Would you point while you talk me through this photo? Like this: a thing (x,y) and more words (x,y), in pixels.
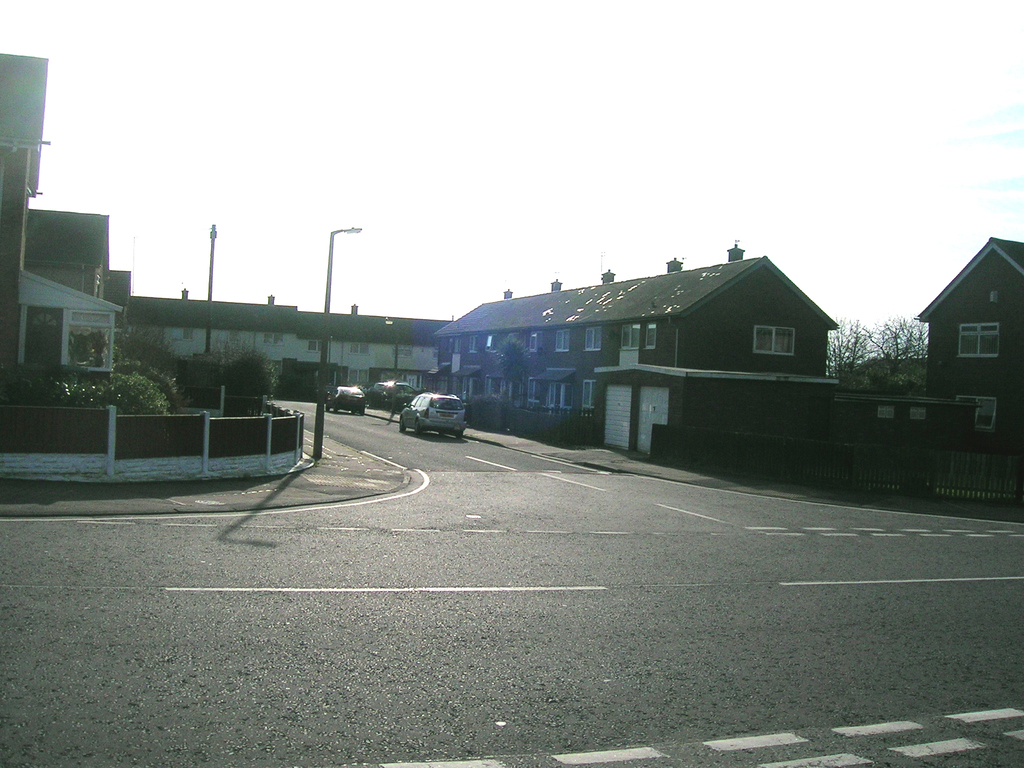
This picture is clicked outside. In the center (400,417) we can see the vehicles (339,395) parked on the road (435,573). On the left (213,424) we can see the plants (165,396), fence (218,427) and buildings (66,271). In the background (570,337) we can see the buildings (744,343), sky (233,295) and the poles (333,254).
